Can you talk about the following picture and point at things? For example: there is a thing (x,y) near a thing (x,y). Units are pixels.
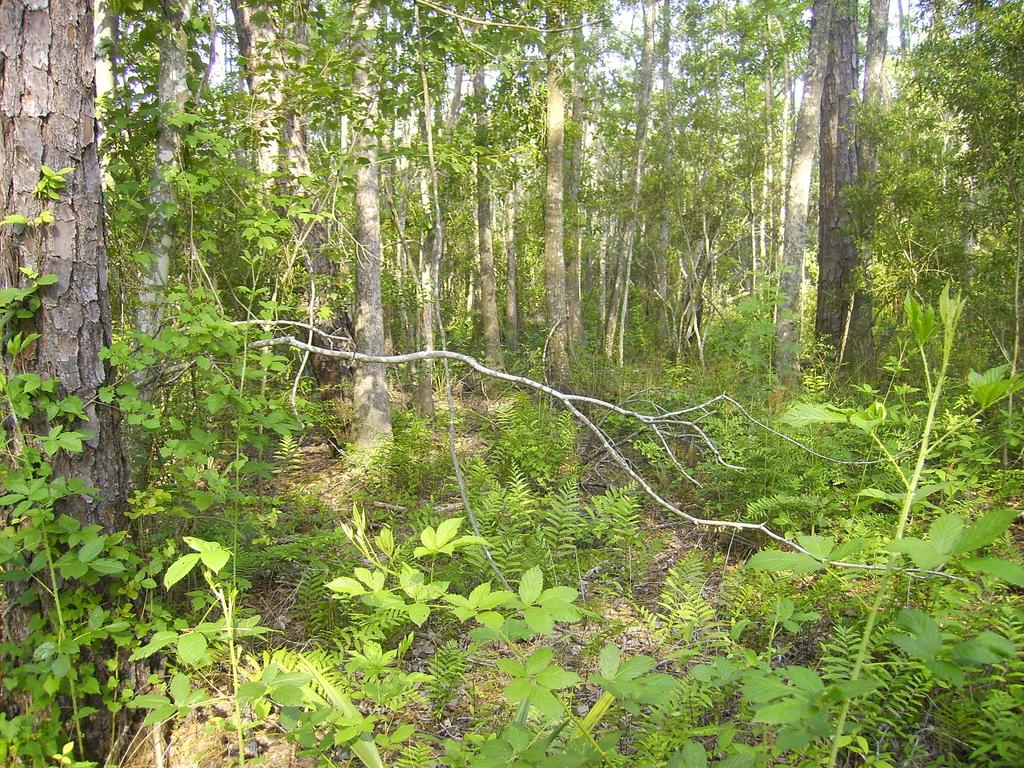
In this image we can see there are trees (370,300) and plants (523,323).
